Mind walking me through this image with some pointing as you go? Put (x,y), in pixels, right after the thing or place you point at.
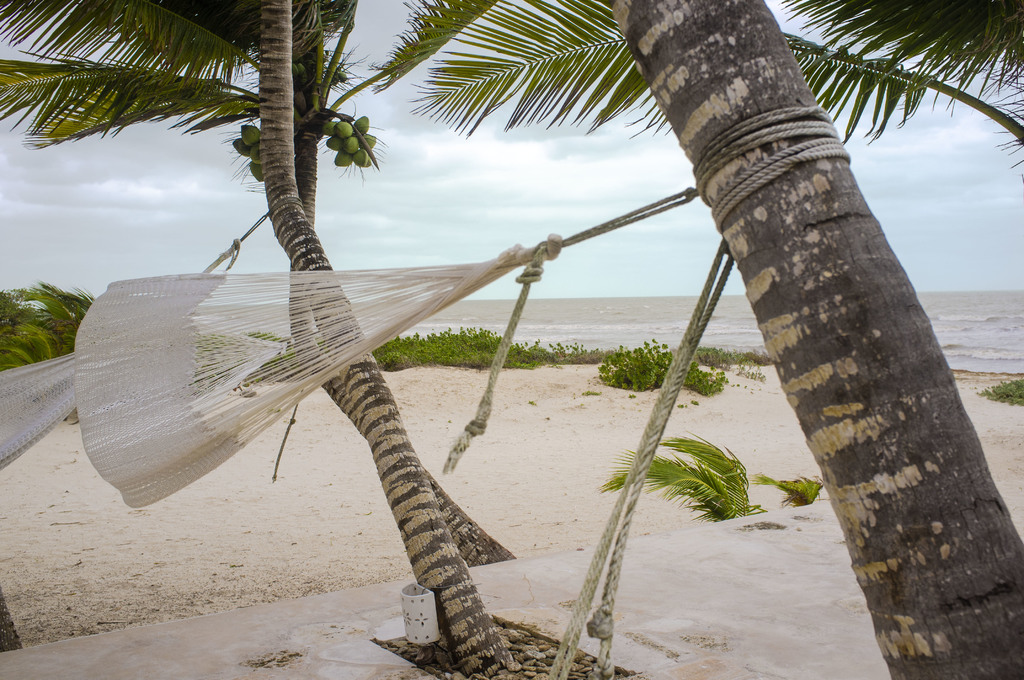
In this image two swings (193,292) are tied to the trees (754,245). Trees (783,237) are having few coconuts (349,125) to it. Few plants (696,499) are on the land (536,481). Middle of the image (628,320) there is water (529,313). Top of the image (443,218) there is sky (377,255).
